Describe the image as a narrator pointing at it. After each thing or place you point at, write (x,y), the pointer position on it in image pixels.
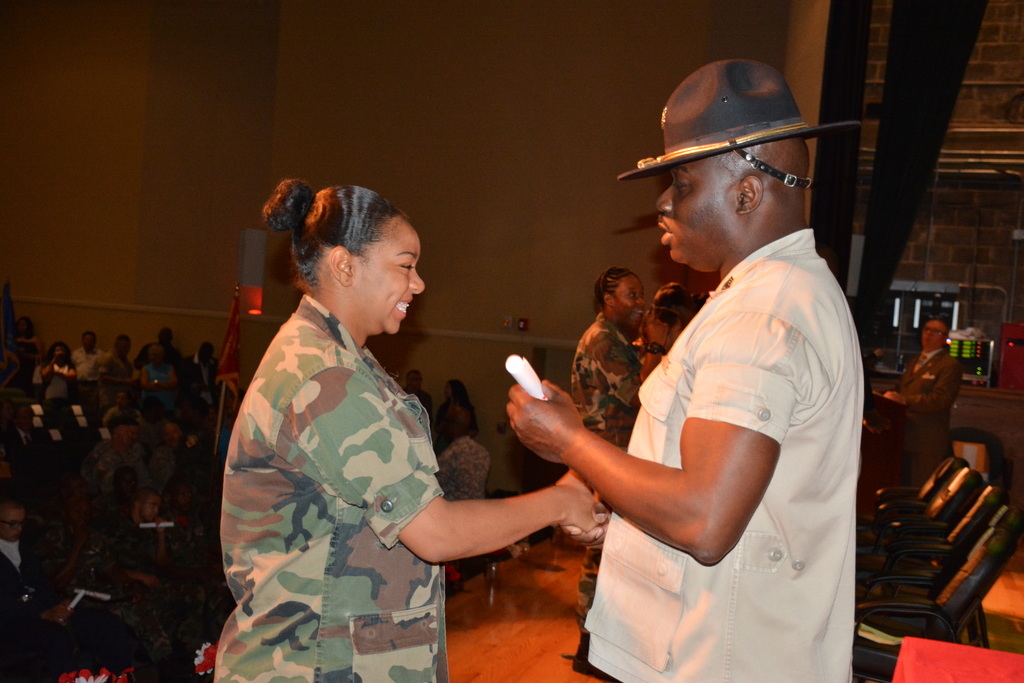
In this image I see a woman (402,405) and a man (786,366) and I see that this man (516,387) is holding a white color thing (521,370) in his hand (541,404) and this woman (323,289) is smiling and I see that both of them are holding hands (573,521). In the background (25,605) I see number of people (14,527) and I see the chairs (936,519) over here and I see the wall (472,144).
